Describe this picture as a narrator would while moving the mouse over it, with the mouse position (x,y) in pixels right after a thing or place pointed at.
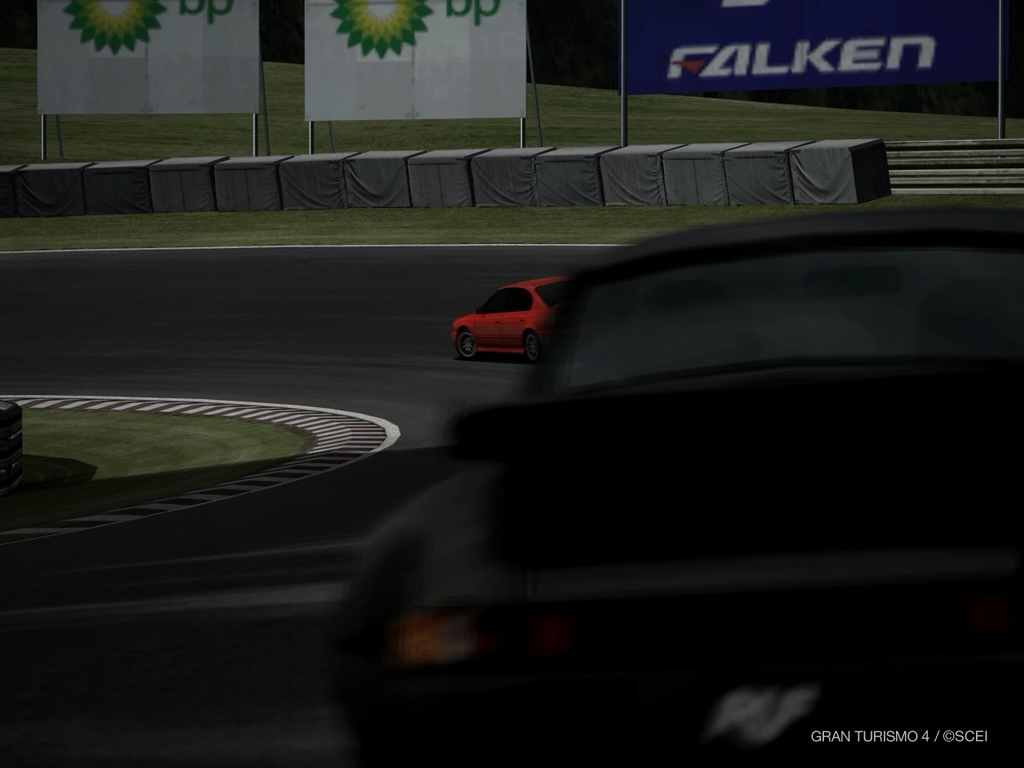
In front of the picture, we see a car (661,550). In the middle of the picture (506,340), we see a red car (481,312) is moving on the road (333,308). Beside that, we see the grey color blocks (474,202). On the left side (156,428), we see the grass (150,475). In the background (403,78), we see the board (251,54) in white and blue color with some text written on it. At the bottom (213,662), we see the road (213,662).
